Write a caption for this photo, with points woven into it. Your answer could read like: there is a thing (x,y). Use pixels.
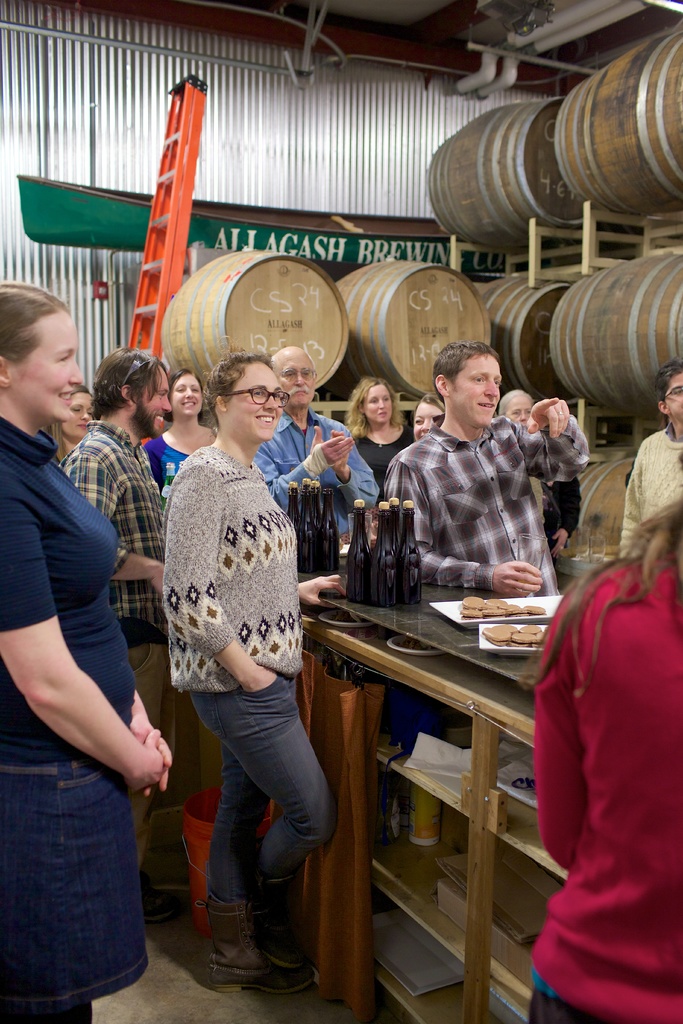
In a given image we can see many people (240,537) standing and laughing some of them are clapping. This is a table (396,655) on which bottles (398,586) are kept and biscuits (489,605) are kept in a plate (454,618).
